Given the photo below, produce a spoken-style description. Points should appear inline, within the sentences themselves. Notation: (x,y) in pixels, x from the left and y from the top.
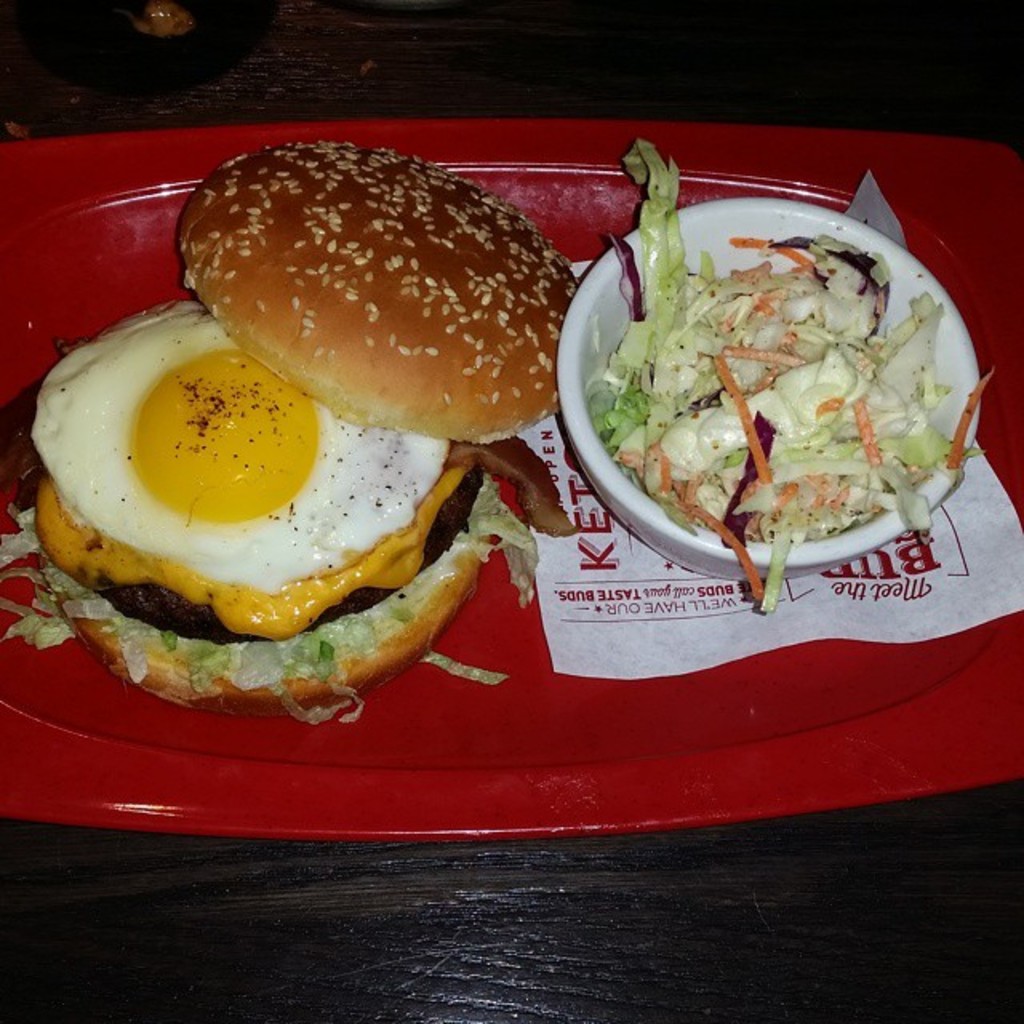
In this image we can see a tray (977,328) filled with some food items (509,569).
